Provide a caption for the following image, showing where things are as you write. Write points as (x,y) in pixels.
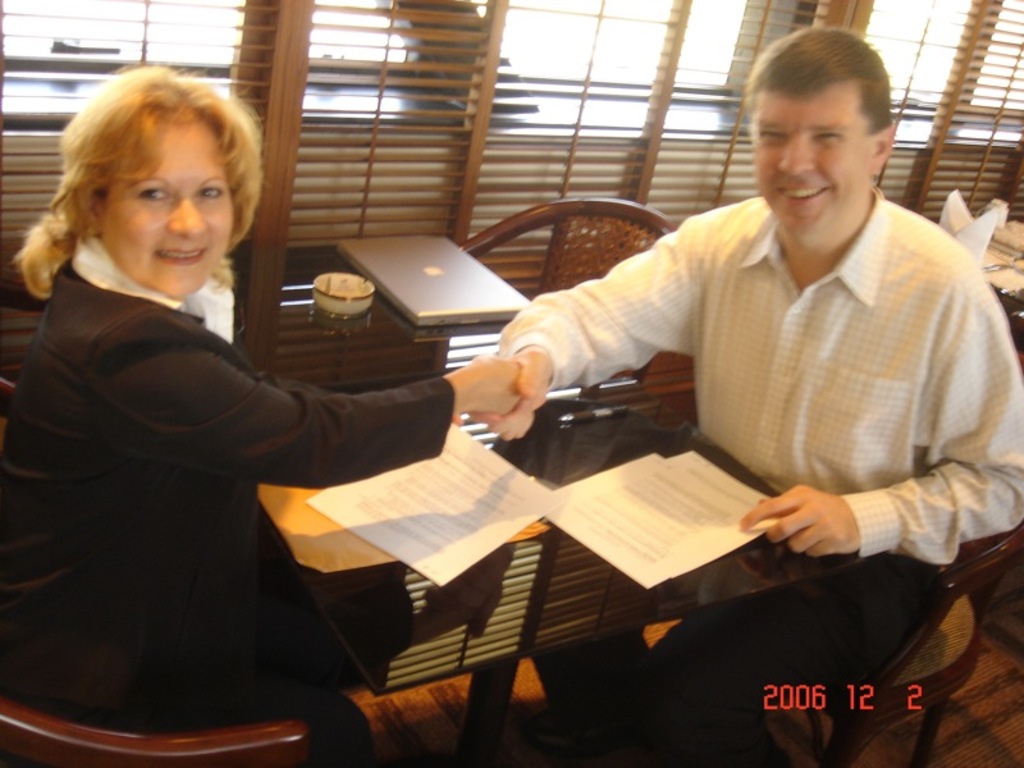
In this image we can see two persons (444,394) sitting on the chairs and a table (764,556) is placed in front of them. On the table (327,257) we can see a bowl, laptop (447,250) and papers (505,507). In the background (361,85) there are blinds (374,81), paper napkins (954,224) and sky (677,81).
